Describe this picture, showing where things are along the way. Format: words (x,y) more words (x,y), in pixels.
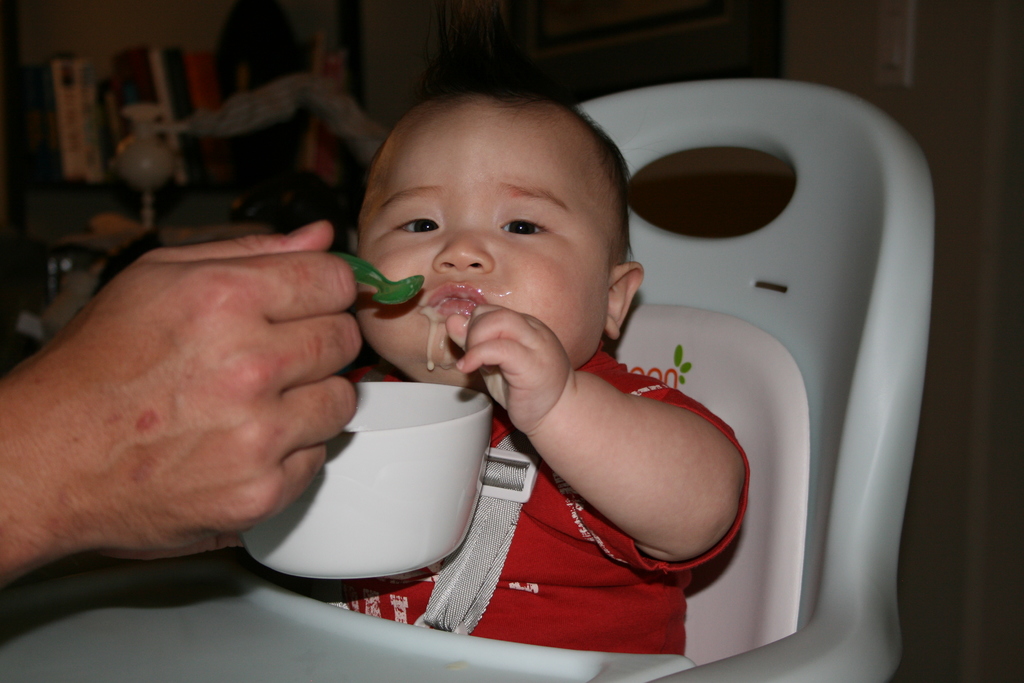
In this image I see a baby (538,296) who is wearing red color top (538,485) and I see that the baby (507,368) is sitting on a white chair (56,619) and I see a person's hand (148,369) over here who is holding a spoon (361,287) and I see the white bowl (356,439) over here. In the background (88,119) I see few things (88,119) over here and it is a bit dark.
